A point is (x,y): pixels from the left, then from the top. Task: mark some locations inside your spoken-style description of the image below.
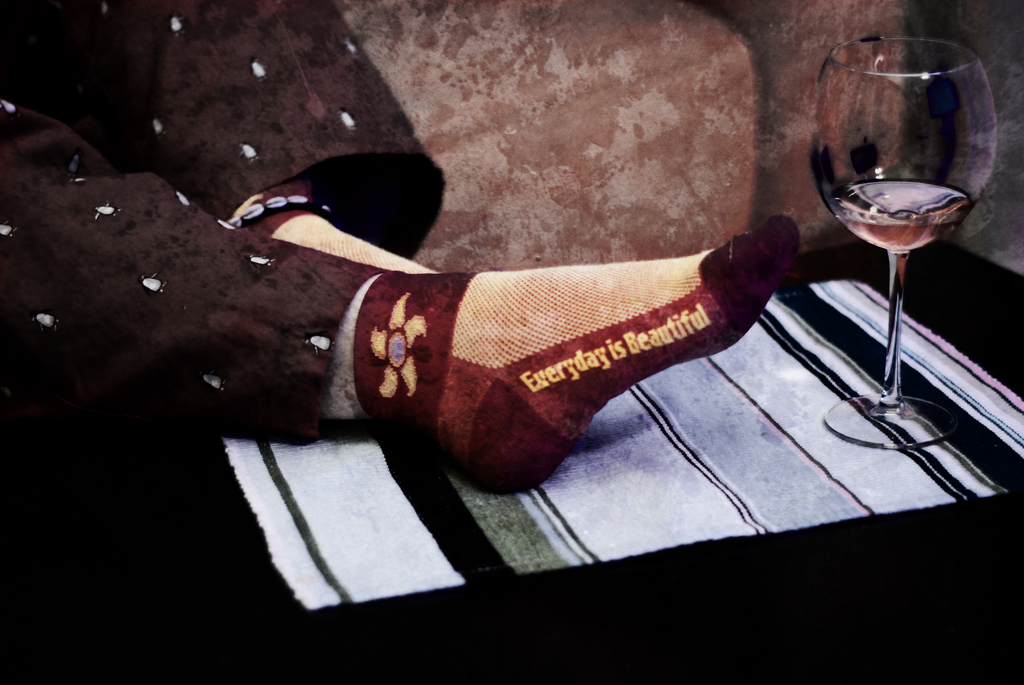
This image is taken indoors. At the bottom of the image (582,522) there is a table (745,561) with a napkin (425,553) and a glass of wine (876,434) on it. In the background (754,196) there is a couch (501,145) and a person (224,143) is sitting on the couch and placing the legs (365,339) on the table (158,474).
